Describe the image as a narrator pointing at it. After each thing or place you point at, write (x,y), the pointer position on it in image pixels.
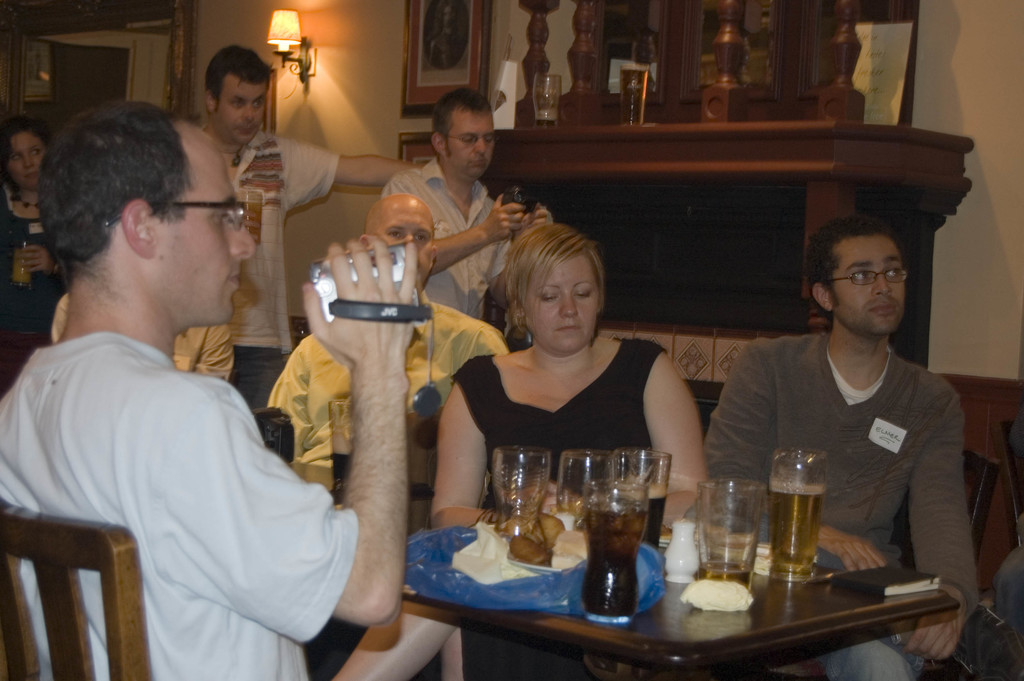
This image is clicked in a room (694,596). There is a table (755,605) and chairs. On table (626,669) there are glasses (590,575), covers (643,584). People (723,396) are sitting on chairs (60,651) near the table (535,616). There is a lamp (302,44) in the top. Some people (435,179) they are standing.
